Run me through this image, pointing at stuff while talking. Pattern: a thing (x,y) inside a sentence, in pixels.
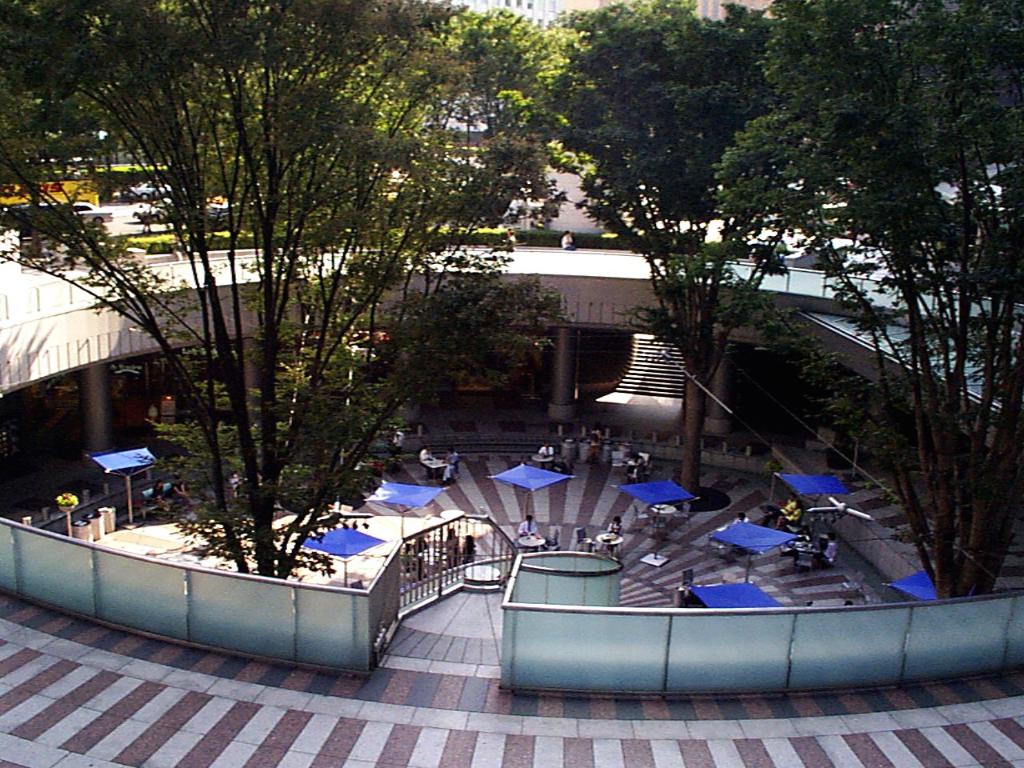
This image is clicked outside. At the bottom (737,543), we can see tents (772,540) along with tables (808,542) and chairs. In the front (802,115), there are trees (225,334). In the background (17,418), there are buildings (38,407). At the bottom (394,663), there is a floor (36,611). And we can see few people (787,527) sitting in the chairs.
